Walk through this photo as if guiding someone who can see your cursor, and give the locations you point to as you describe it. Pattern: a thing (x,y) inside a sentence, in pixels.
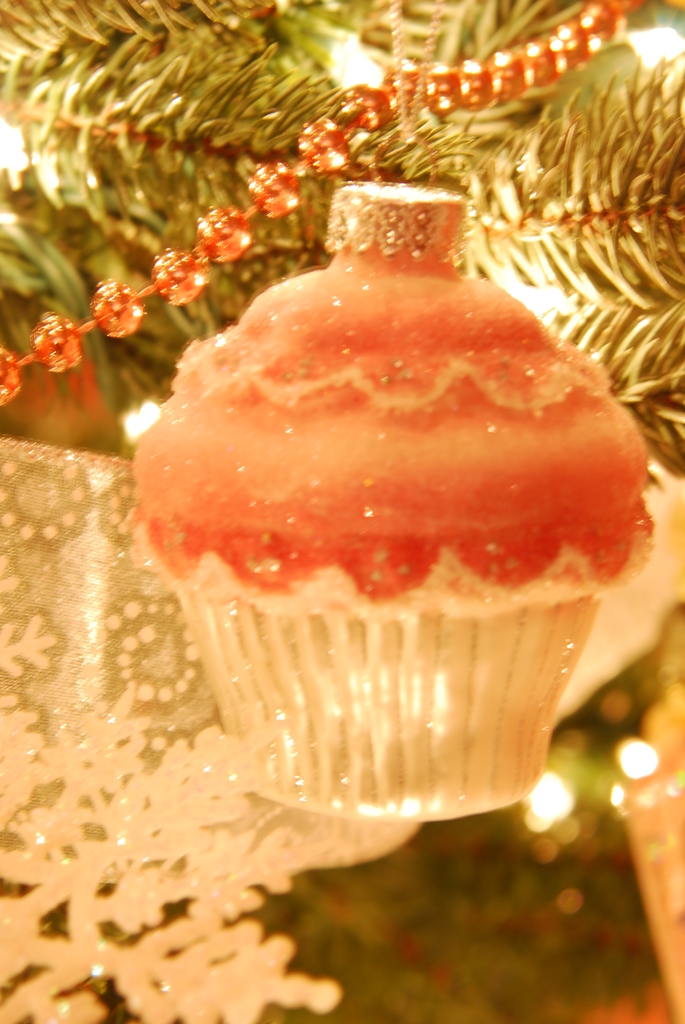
In this image I can see a Christmas tree (199,132) which is green in color and few decorative items (195,291) which are orange and white are attached to tree (639,103) and few lights (18,142).
